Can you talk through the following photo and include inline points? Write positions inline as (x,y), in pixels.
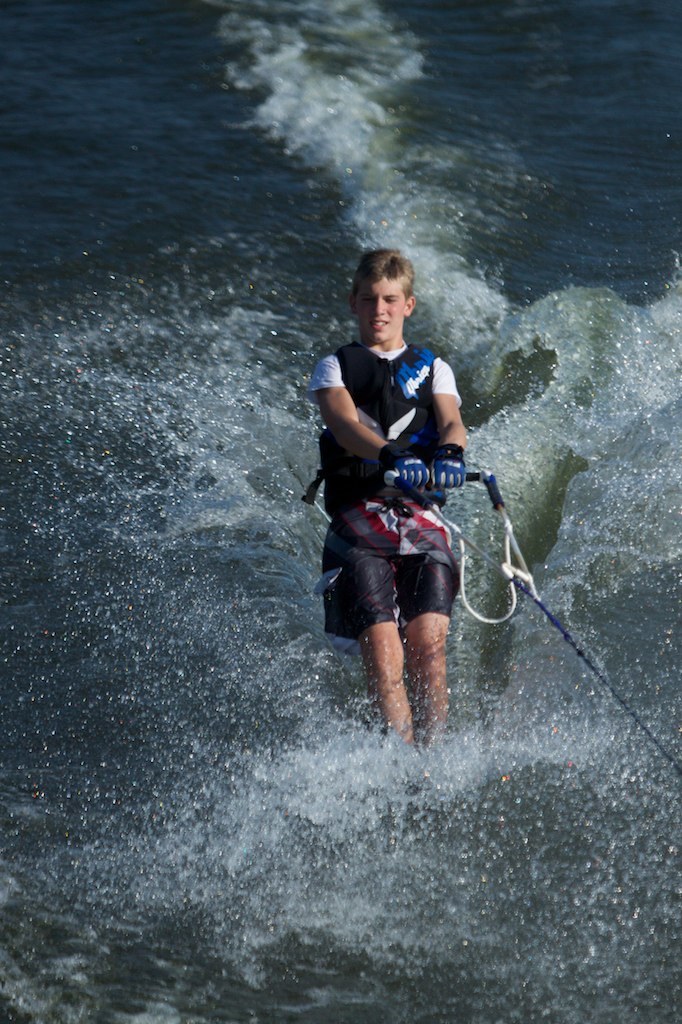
In this image we can see a person (358,604) surfing in the water (444,769) holding the surf ropes (414,490).
